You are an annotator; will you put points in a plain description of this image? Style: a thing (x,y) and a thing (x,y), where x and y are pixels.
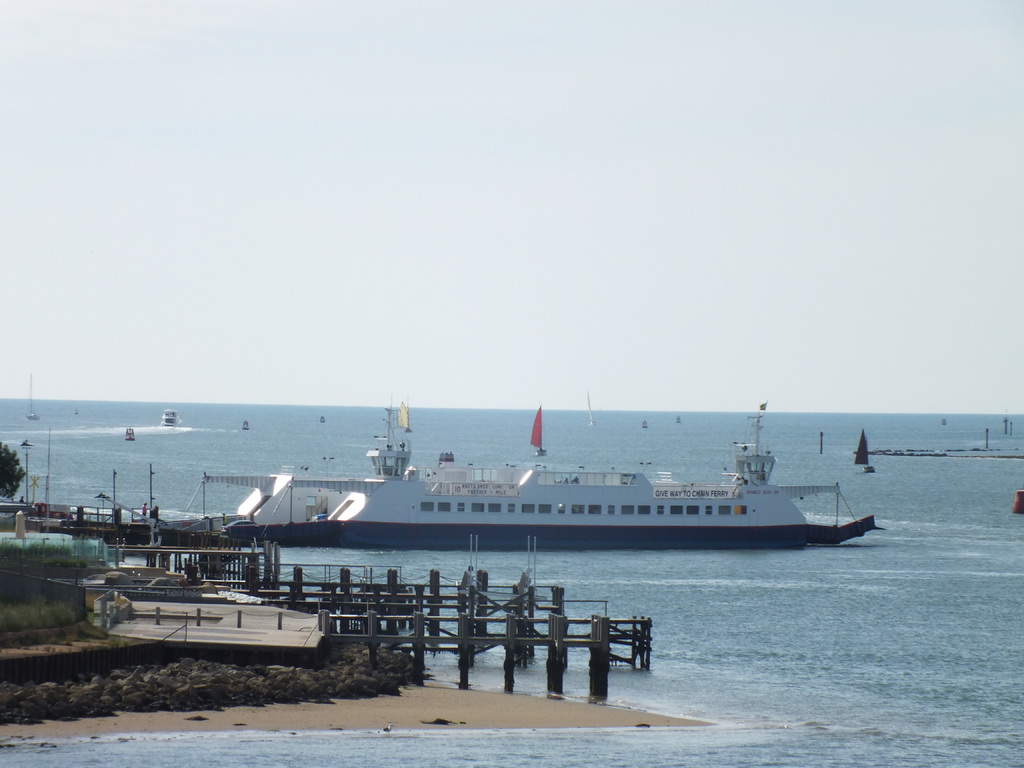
On the left side of the image (185,632) there are wooden decks (276,619) and also there are bridges (429,617) with wooden walls (336,586), fencing (416,618) and poles (511,636). And also there are trees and poles (276,558). And there is water (698,572). On the water (702,642) there is a ship (442,549) with windows (443,503). Behind the ship (454,517) there are many boats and ships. At the top of the image (473,126) there is sky (473,126).
